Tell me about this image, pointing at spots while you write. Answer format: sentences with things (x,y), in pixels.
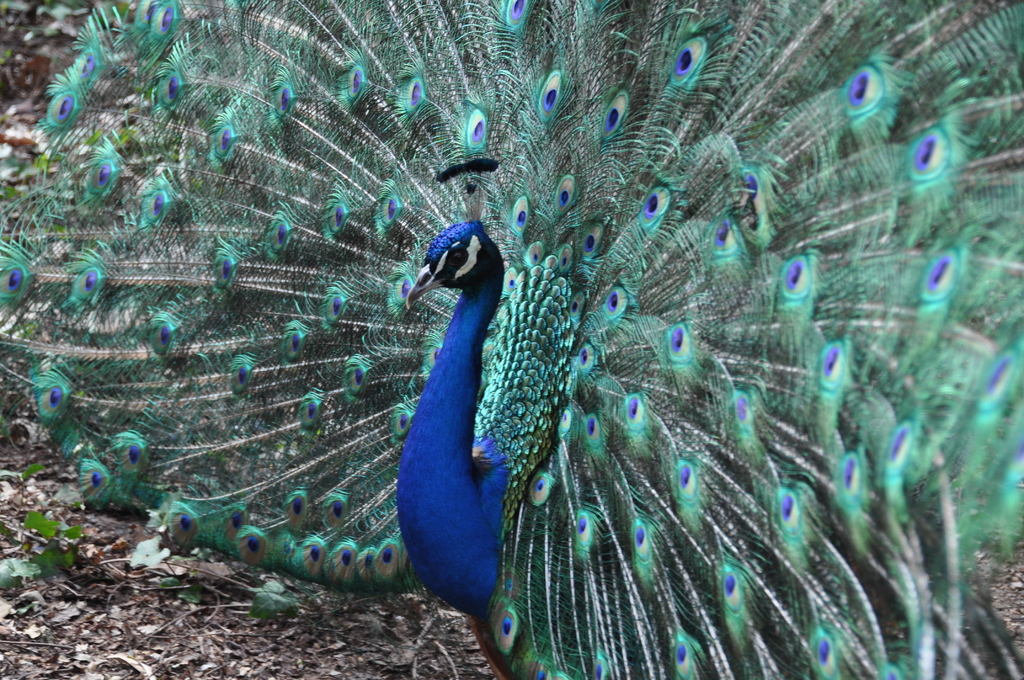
In this image in the center (559,382) is one peacock (579,259), and at the bottom (110,577) there is some dry grass (125,599) and some plants (61,565).
